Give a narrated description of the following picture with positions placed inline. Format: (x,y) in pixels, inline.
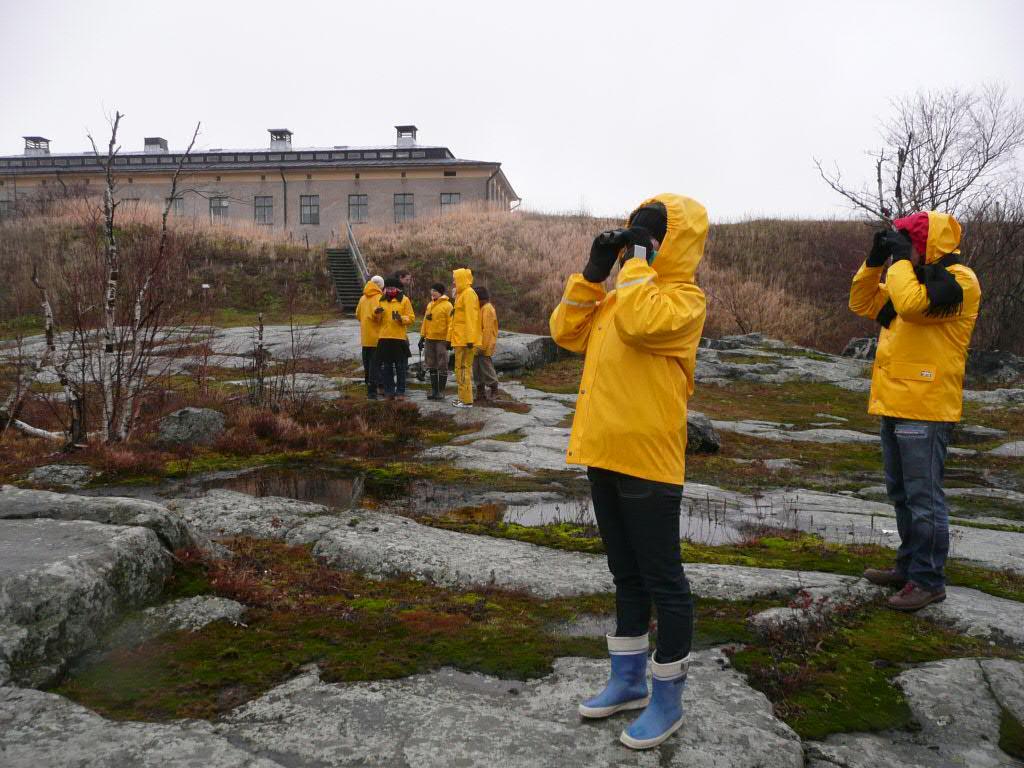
People (936,335) are standing wearing yellow jackets (653,354). There are plants (433,228) and a building (354,175) is present at the left (206,210) back.
